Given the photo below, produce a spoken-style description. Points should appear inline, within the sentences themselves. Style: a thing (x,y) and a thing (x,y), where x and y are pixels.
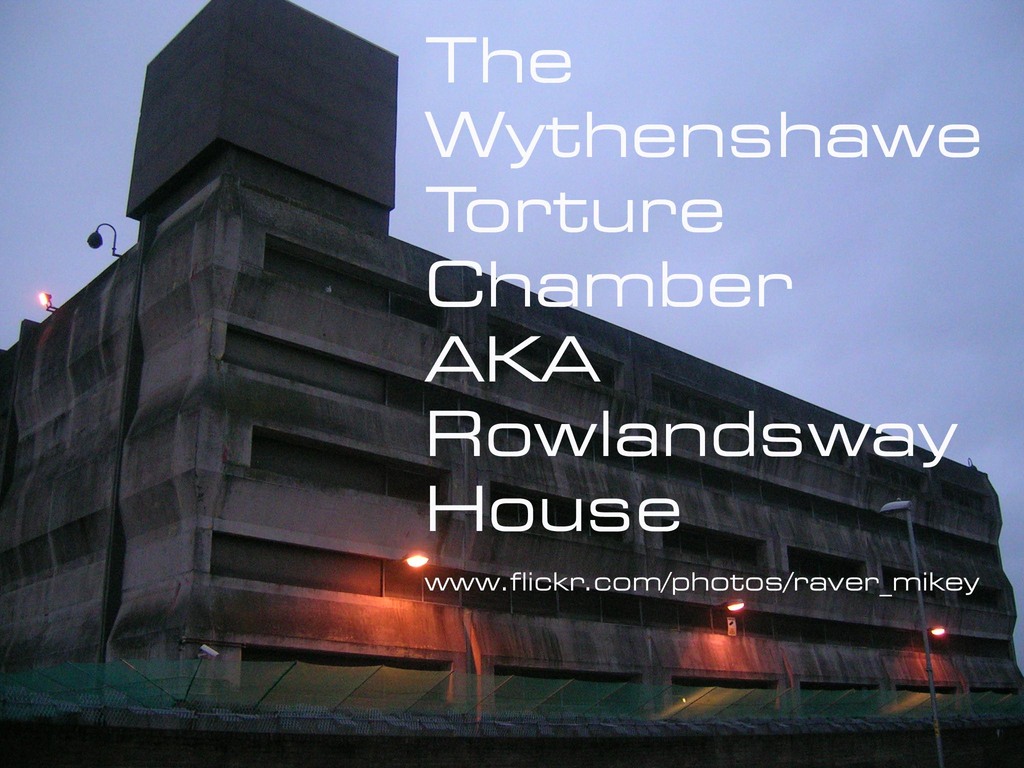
In the image we can see there is a poster (356,484) and there is a concrete building (283,481). There are street light poles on the ground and there is a clear sky (613,222).
